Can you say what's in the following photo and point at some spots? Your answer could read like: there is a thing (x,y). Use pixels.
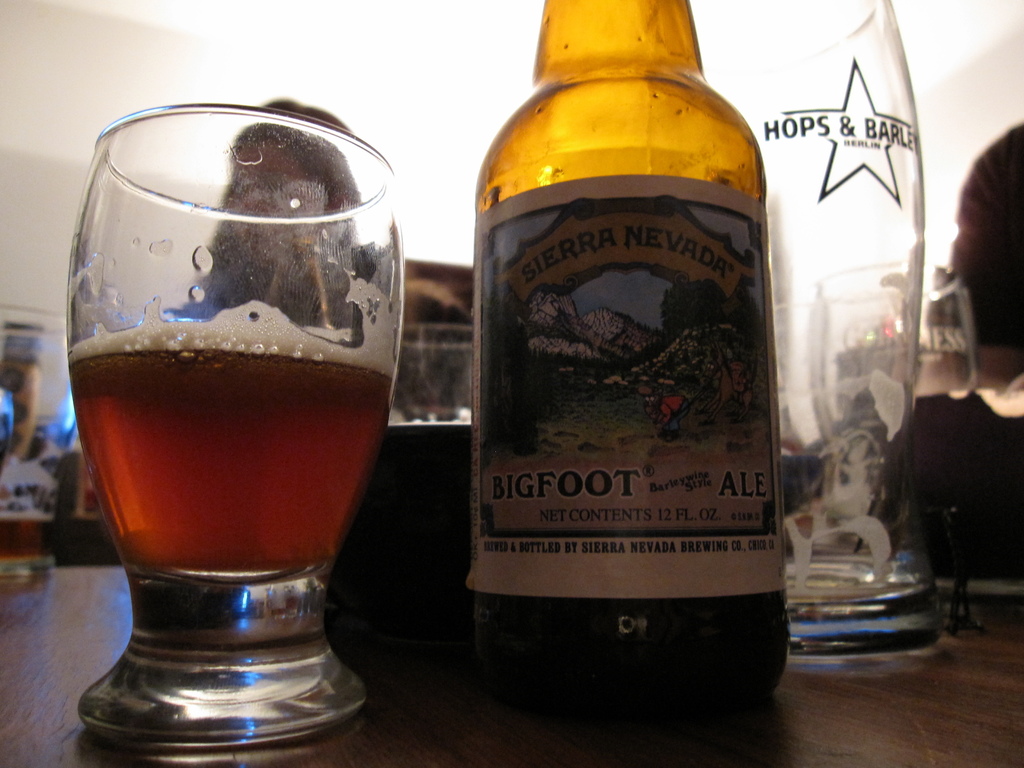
In this image, this looks like a beer bottle (581,549) and glasses (857,465), which are placed on the wooden board (744,742). This glass (293,549) contains alcohol (294,546).
